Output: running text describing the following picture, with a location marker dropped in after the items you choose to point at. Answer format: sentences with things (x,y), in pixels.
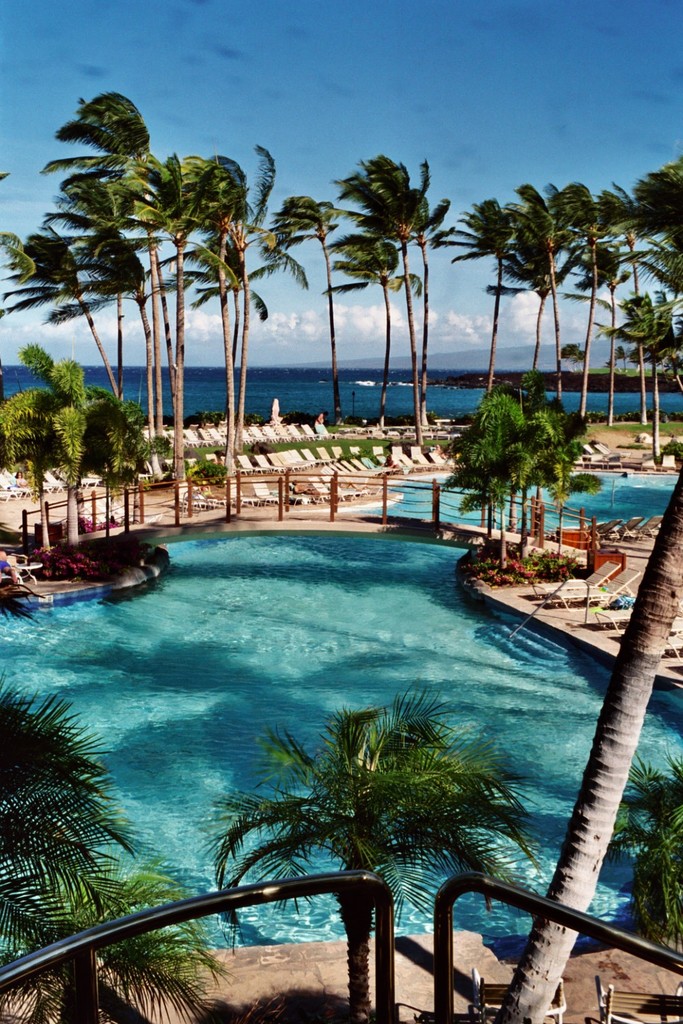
This image is taken outdoors. At the top of the image (274,91) there is the sky (415,322) with clouds (354,340). In the background (358,373) there is a sea (321,382). In the middle of the image (234,360) there are many trees (175,433). There are many resting chairs (295,433) on the floor (289,475). There is a pool (376,677). There is a fence (540,532). There is a bridge (345,525). There are a few plants (82,564) and there is a railing (223,902).
